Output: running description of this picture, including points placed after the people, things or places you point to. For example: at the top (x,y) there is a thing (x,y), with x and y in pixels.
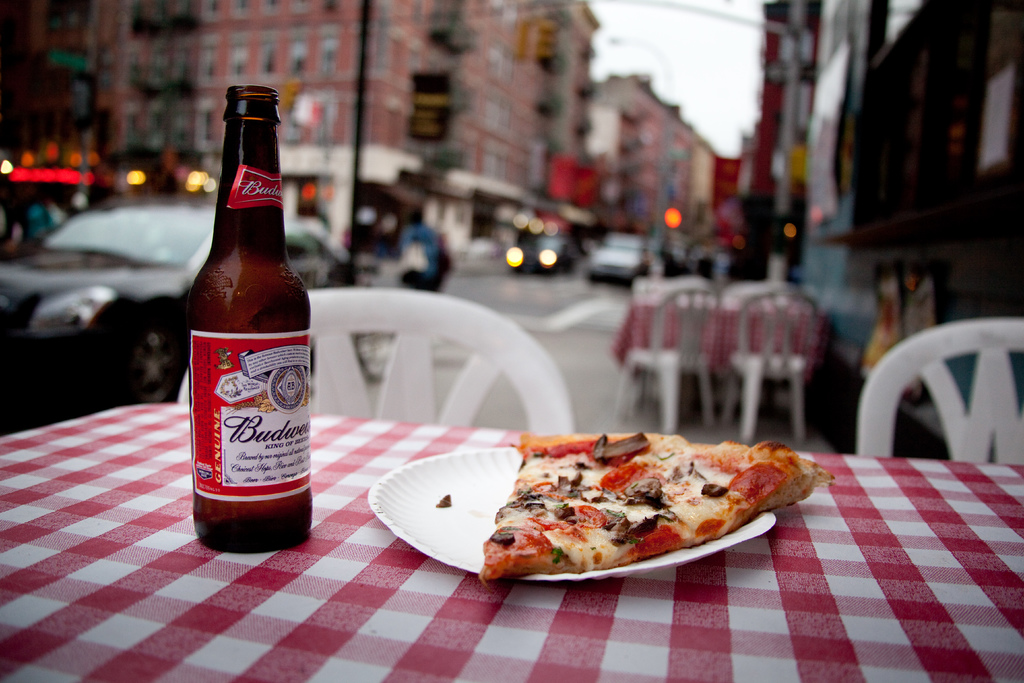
This is the picture of a city (550,285). In the foreground (235,478) there is a bottle (244,489) and plate (403,514) on the table (640,619) and there is a pizza (596,473) on the plate (434,502). At the back (454,365) there are tables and chairs (1001,379) and there are vehicles (108,360) on the road (499,312) and there are buildings (938,181) and street lights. At the top (657,89) there is sky (668,53). At the bottom (818,527) there is a table (893,619).
